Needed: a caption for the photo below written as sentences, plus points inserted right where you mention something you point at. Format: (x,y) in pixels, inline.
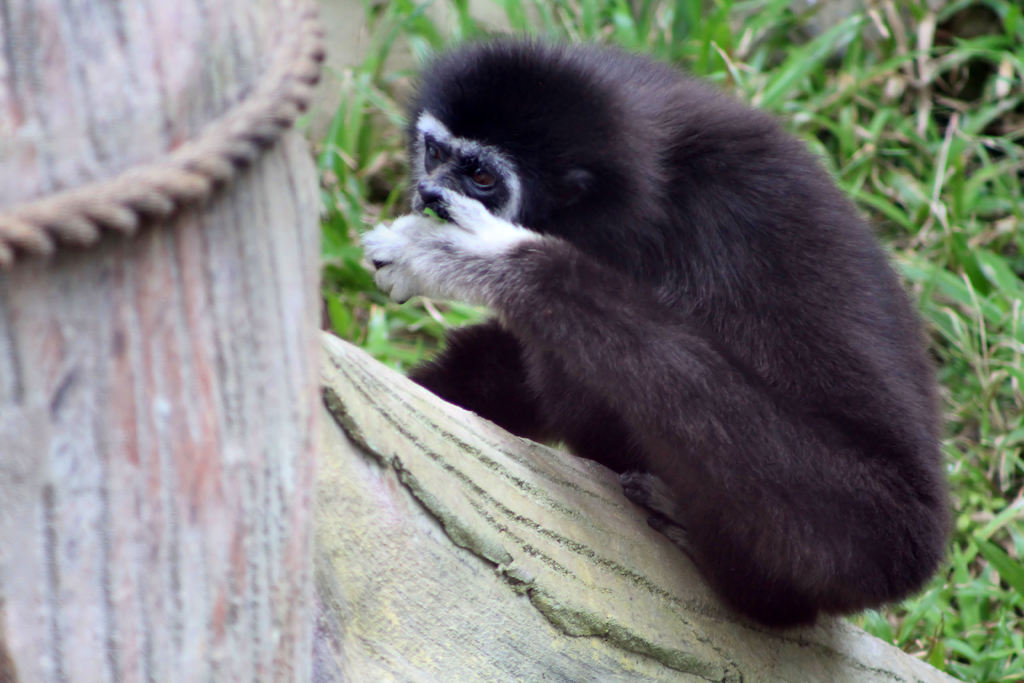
This picture is clicked outside. On the right (745,220) there is an animal (587,351) seems to be the monkey (588,273) sitting on an object (536,599) which seems to be the trunk (383,495) of a tree (360,387). In the background (848,101) we can see the green grass (922,236). On the left corner (134,557) we can see the trunk (184,380) of a tree (120,489).
